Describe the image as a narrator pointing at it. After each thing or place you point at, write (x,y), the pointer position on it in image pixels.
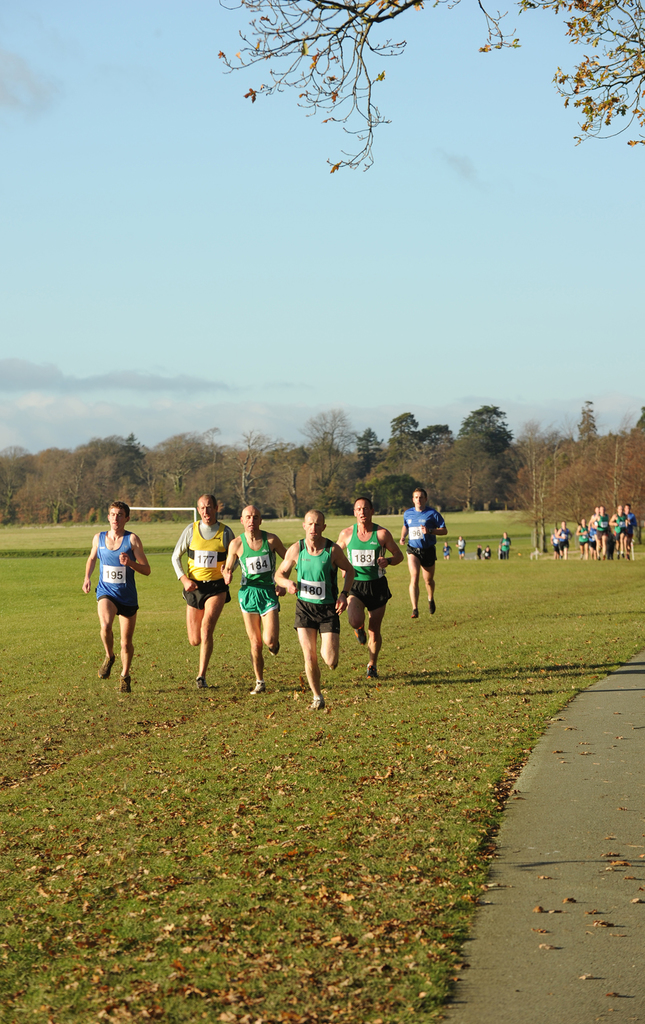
In this image we can see people (382,570) running on the grass (320,729). In the background (369,475) we can see many trees (534,466). There is also a sky (324,222) with the clouds (45,396). At the bottom (476,825) we can see the road (545,898) and also dried leaves (413,926).
